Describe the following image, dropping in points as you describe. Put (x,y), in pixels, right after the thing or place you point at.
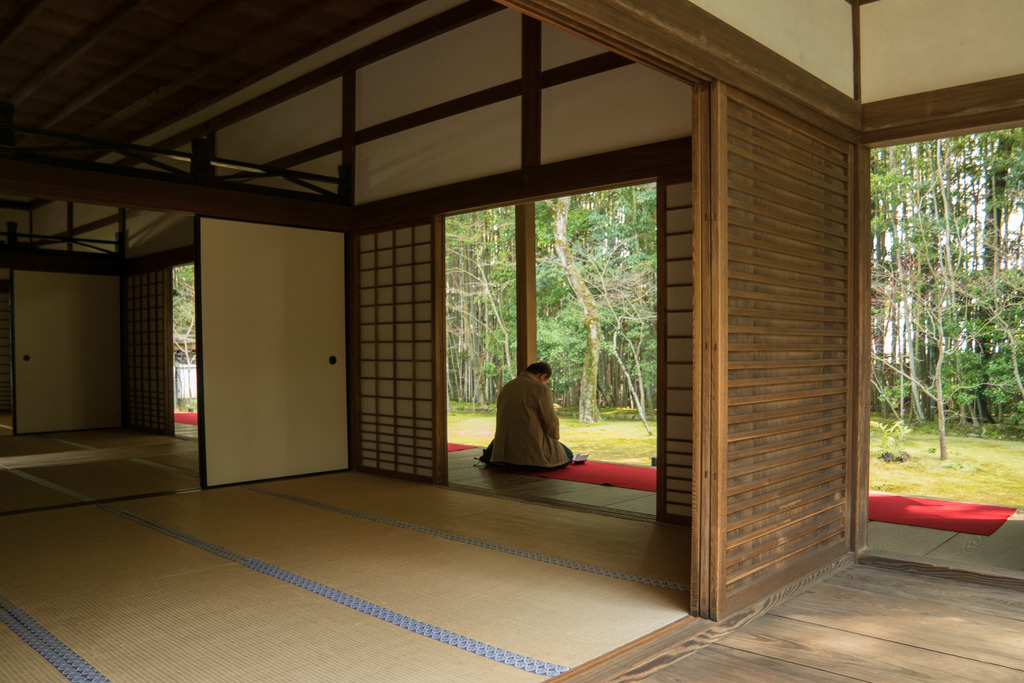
In the center of the image (417,233) there is a wooden wall (417,233), roof (130,9) and some wooden objects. And we can see one person (534,446) is sitting on the red carpet (591,477). And we can see the person (515,449) is in a different costume (501,426). In the background (585,205) we can see the sky (975,149), trees (907,230), grass (584,448) and one white color object (179,393).
